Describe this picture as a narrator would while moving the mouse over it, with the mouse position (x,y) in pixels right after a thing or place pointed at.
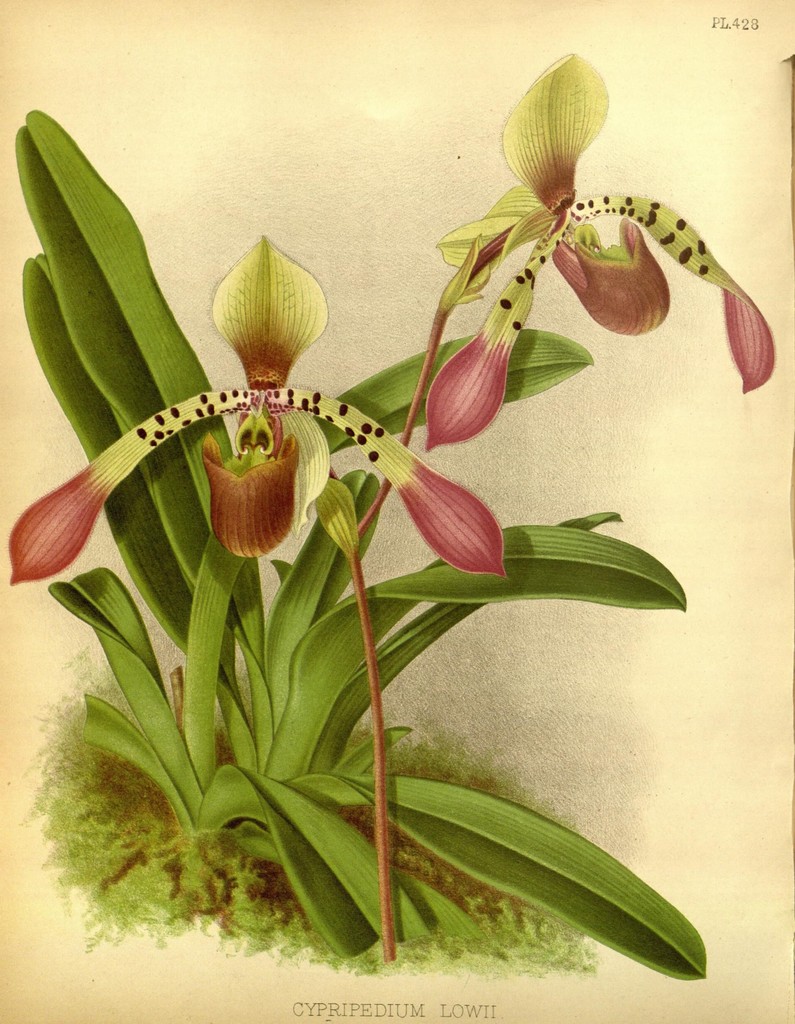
In this picture we can see a few flowers (178,428), buds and leaves (184,816). It looks like a stem (390,941). We can see some text (722,20) on top (754,30) and at the bottom of the picture (401,1010).
